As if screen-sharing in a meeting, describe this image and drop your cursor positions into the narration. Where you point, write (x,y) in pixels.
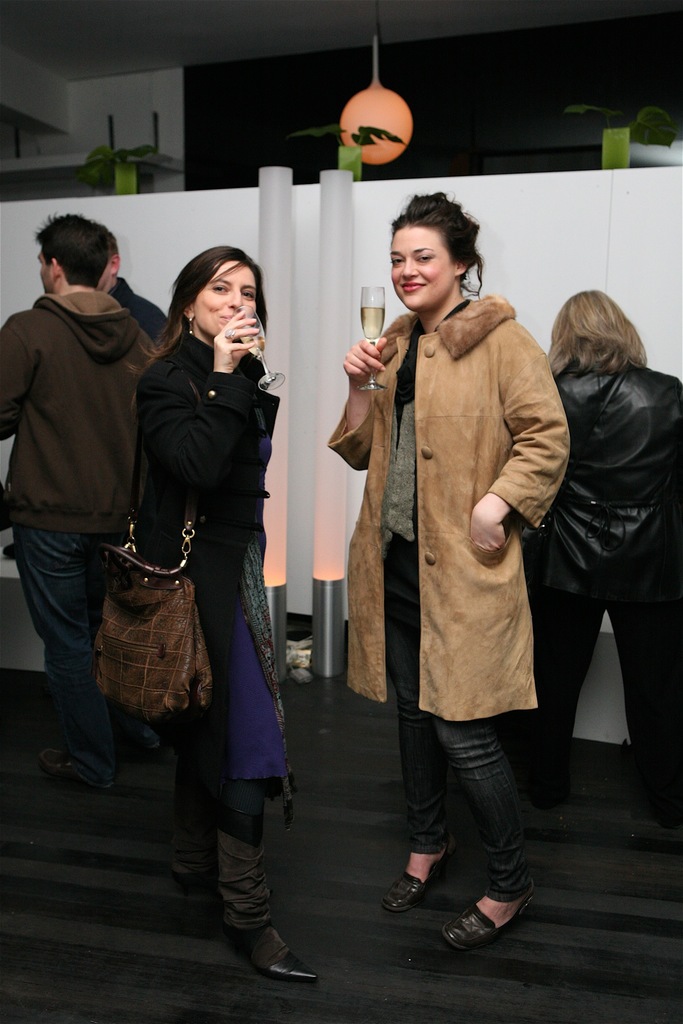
In the image I can see people (205,504) are standing. In the background (322,313), I can see the light (366,160).
